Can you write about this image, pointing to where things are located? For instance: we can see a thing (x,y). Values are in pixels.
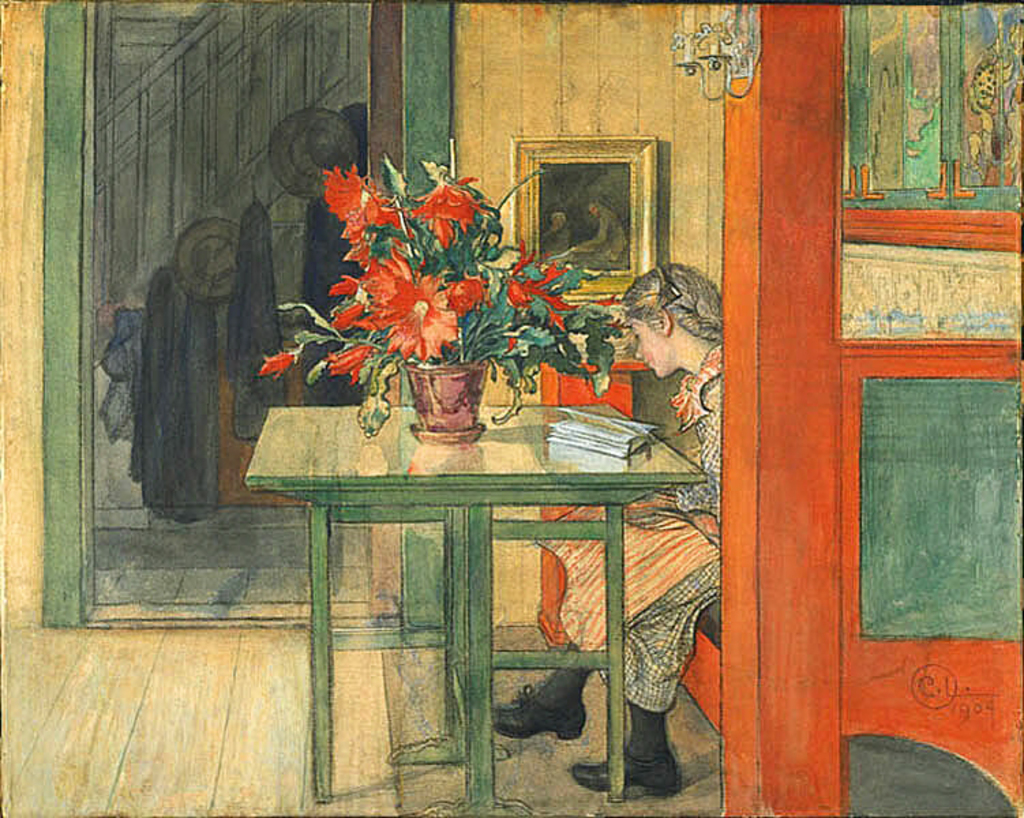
This looks like a painting. I can see a girl (686,514) sitting on the couch (710,635). I can see a table (415,462) with a book (565,429) and a flower vase (470,386). I think this is a lamp (735,46) attached to the wall (551,116). I can see the clothes (353,111) and hats (204,265) hanging. This looks like a staircase holder (277,108).
